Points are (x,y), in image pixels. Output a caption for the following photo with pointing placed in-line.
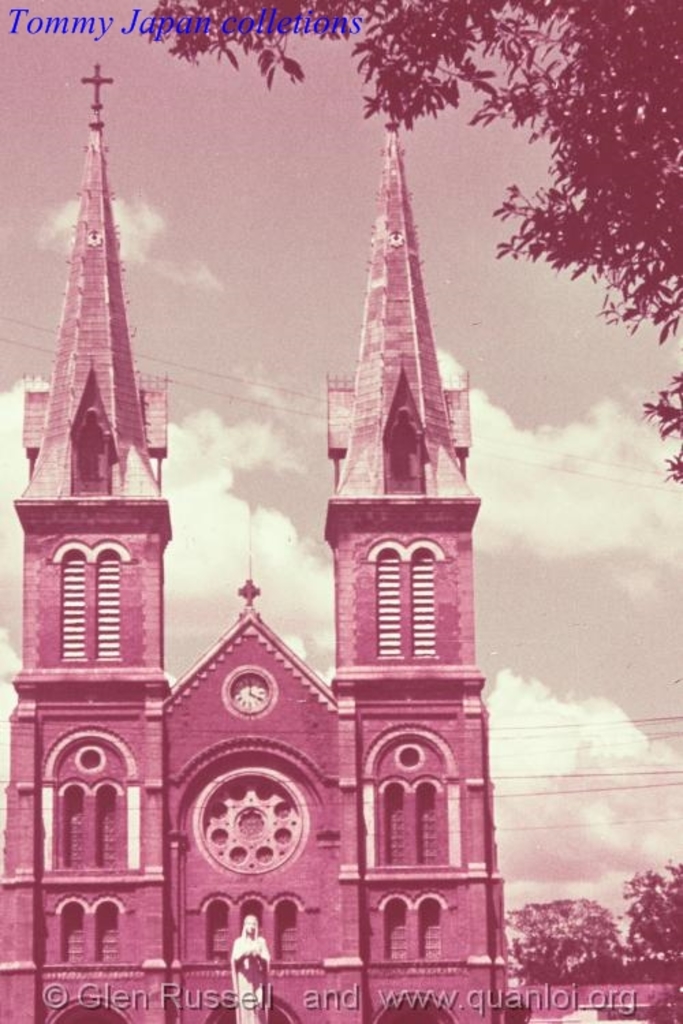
In this image there is a building (295,842), in front of the building (278,945) there is a statue (265,942). On the right side of the image (593,955) there are trees (606,965), in the background (533,163) there is the sky (500,223). At the top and bottom of the image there is some text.
